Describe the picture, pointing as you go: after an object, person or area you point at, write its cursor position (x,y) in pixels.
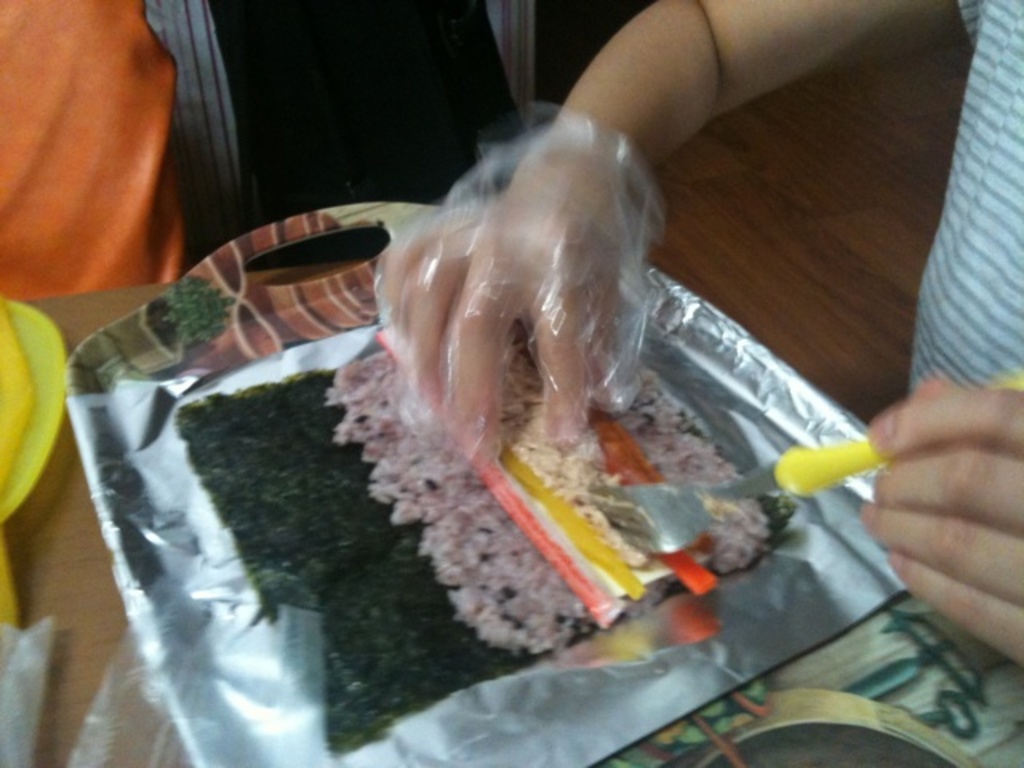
In this picture there is a person (557,403) holding a edible (550,471) with one of his hand (578,413) and a fork (801,486) in his another hand (880,482) and there are some other objects (174,734) beside it.
